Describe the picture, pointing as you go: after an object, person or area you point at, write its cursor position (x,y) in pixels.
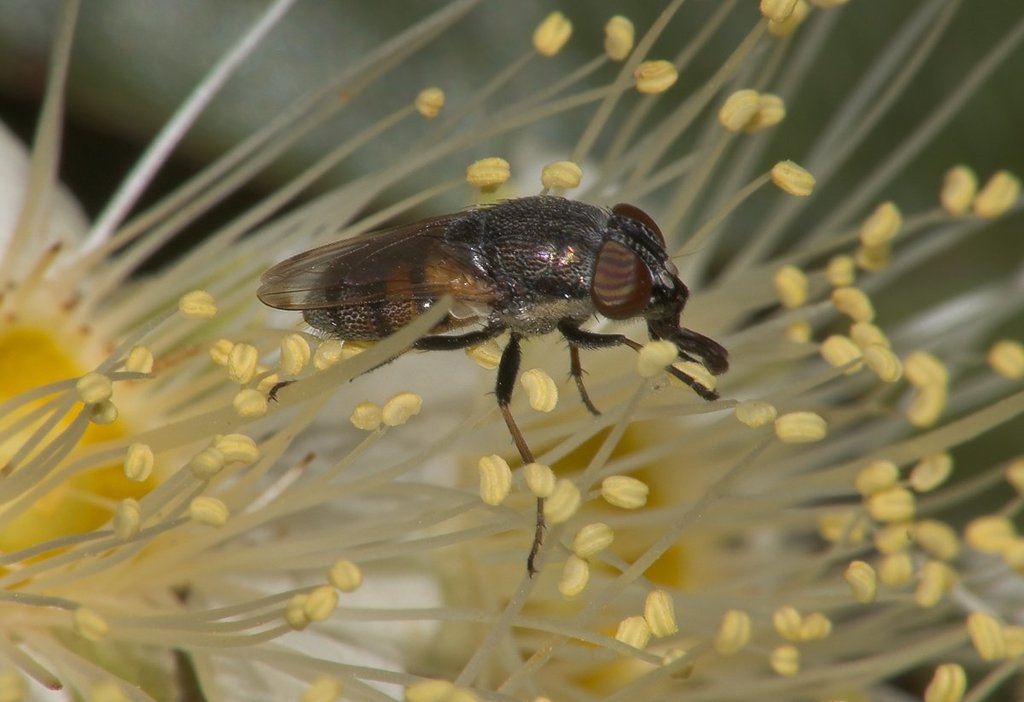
Here in this picture we can see a fly (500,391) present on the pollen grains (145,354) of a flower (226,627) over there.
